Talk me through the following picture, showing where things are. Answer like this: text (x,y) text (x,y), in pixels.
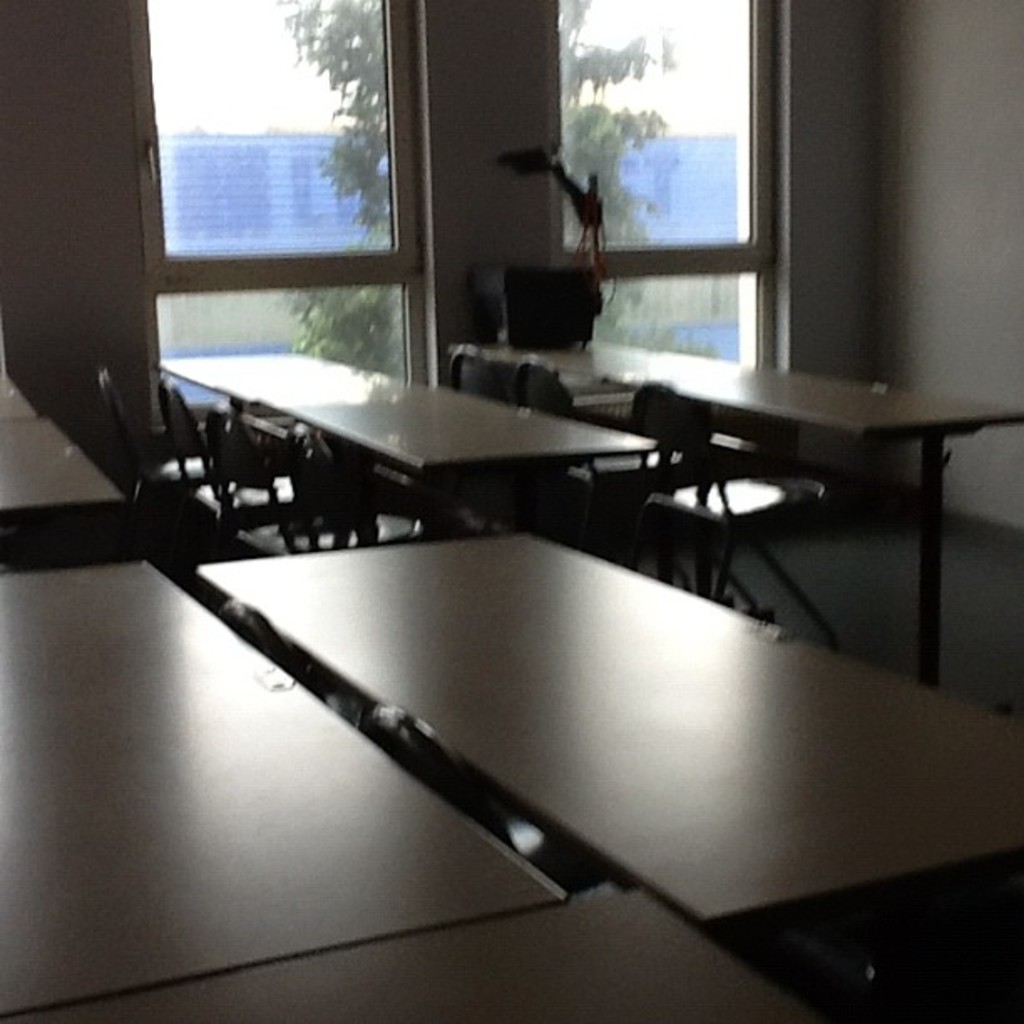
This is an inside view. Here I can see tables (165,623) and chairs (318,541) on the floor (969,618). In the background (371,176) there are two windows (709,168) to the wall (797,163). Through the windows (603,169) we can see the outside view. In the outside there is a tree (349,187) and a building (245,190).
